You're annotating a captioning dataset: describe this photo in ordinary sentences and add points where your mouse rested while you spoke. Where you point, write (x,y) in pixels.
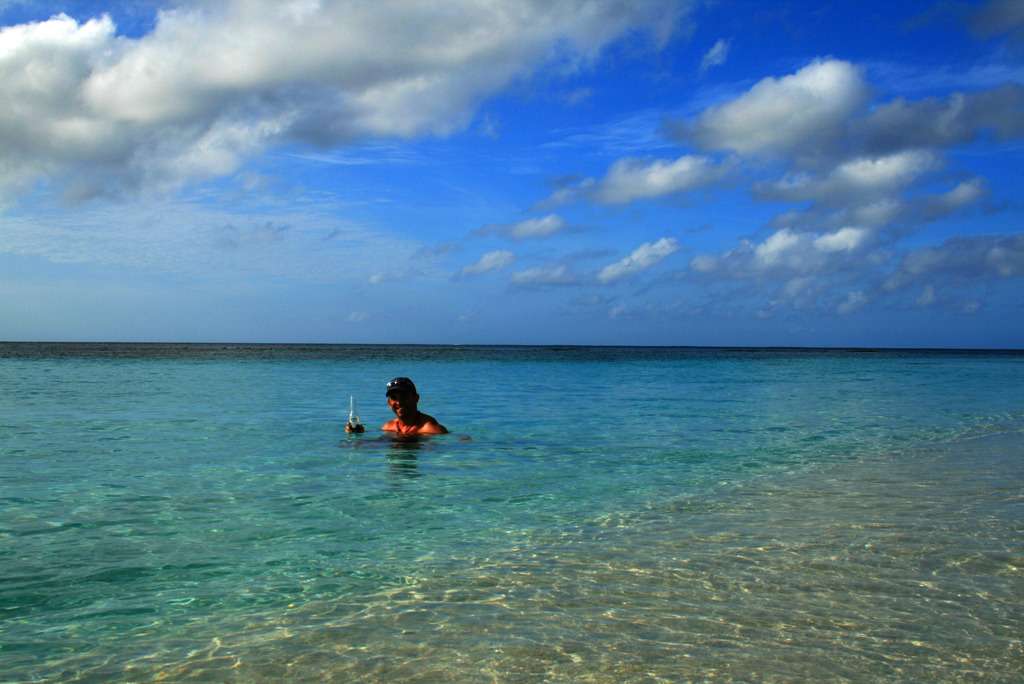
In this image we can see there is a person (427,421) in the water (366,451) and holding a bottle (351,413). And at the top (496,173) there is the cloudy sky (507,211).
